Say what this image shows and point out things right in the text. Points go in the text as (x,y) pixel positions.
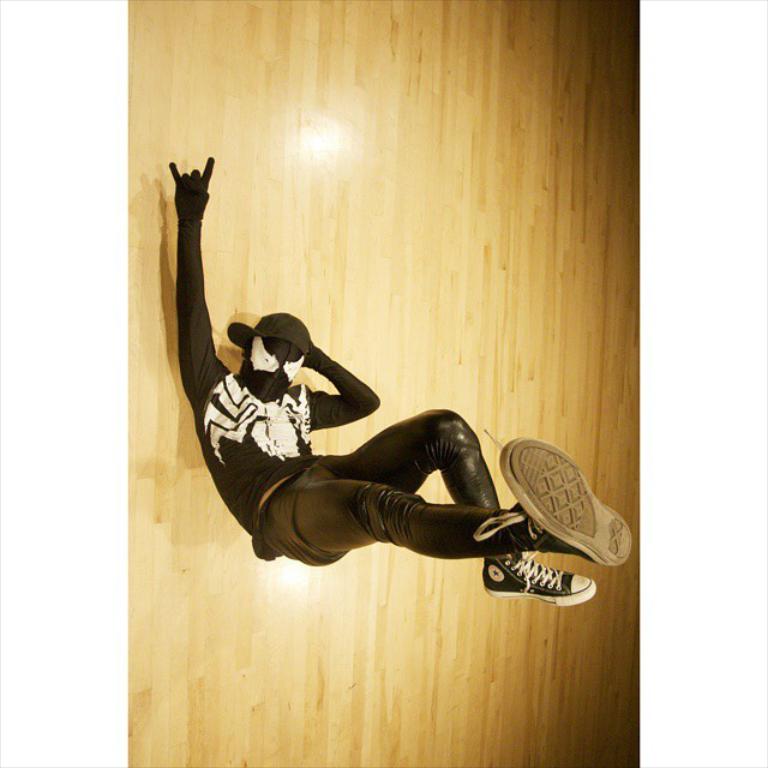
This picture shows a man (564,493) laying on the back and lifted his legs (313,521) on the floor (252,312) and he wore a cap (298,321) on his head (295,350) and a mask (284,383) to his face (278,336) and he wore a black color dress (286,485).
